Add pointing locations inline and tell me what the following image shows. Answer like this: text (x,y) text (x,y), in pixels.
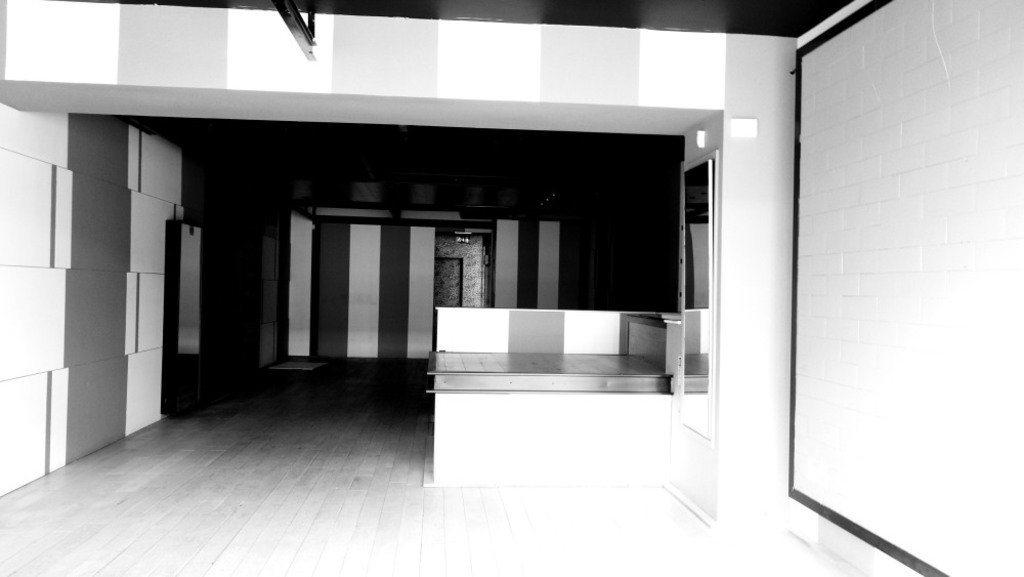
This is a black and white pic. We can see walls (255,318), objects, door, floor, table (499,418) and mirror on the right side wall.
